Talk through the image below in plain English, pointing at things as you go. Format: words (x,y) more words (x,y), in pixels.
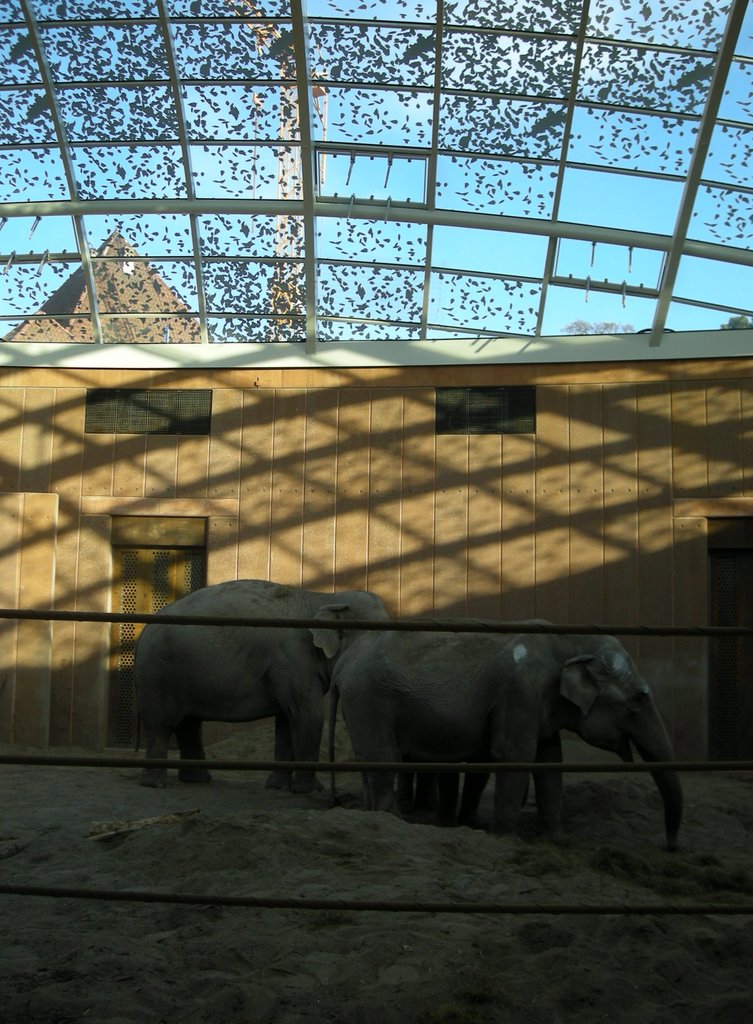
In this picture we can see rods (237,905), elephants (287,684) on the ground (378,837), shed (437,473) and some objects (141,426) and in the background (145,147) we can see the sky (423,108).
